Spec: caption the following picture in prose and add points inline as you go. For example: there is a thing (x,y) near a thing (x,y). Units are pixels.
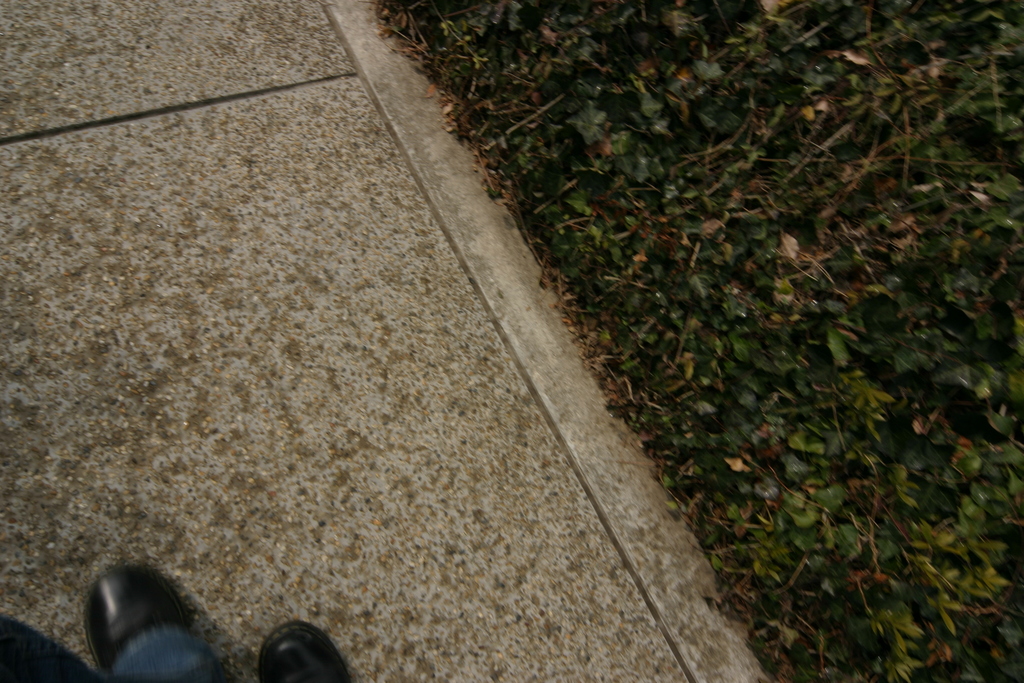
On the left (113,122) it is footpath (242,385), on the footpath (249,655) there are persons legs (125,616). On the right (759,579) there are plants (688,164).
